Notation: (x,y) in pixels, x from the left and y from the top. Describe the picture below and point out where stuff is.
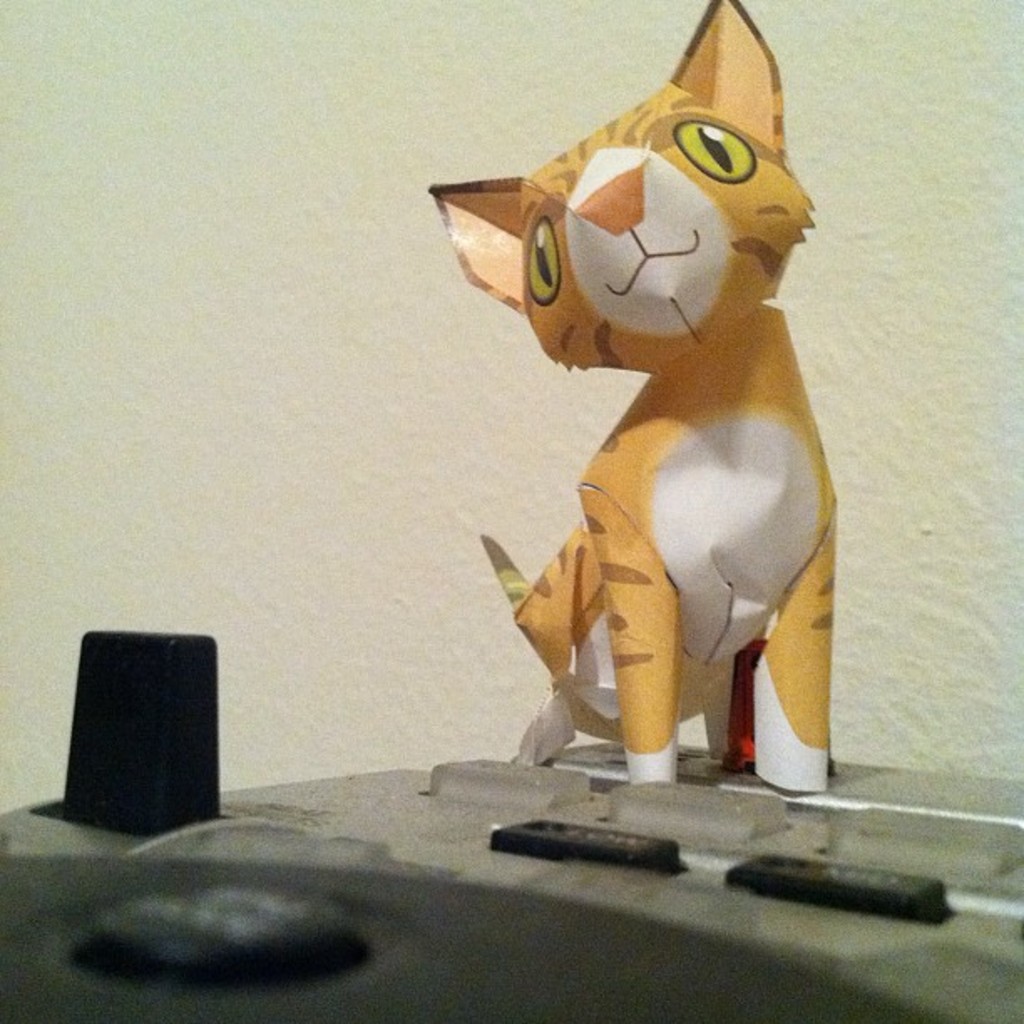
In this image there is a cartoon cat (643,492) on a box (935,967), in the background (196,16) there is a wall (838,245).
